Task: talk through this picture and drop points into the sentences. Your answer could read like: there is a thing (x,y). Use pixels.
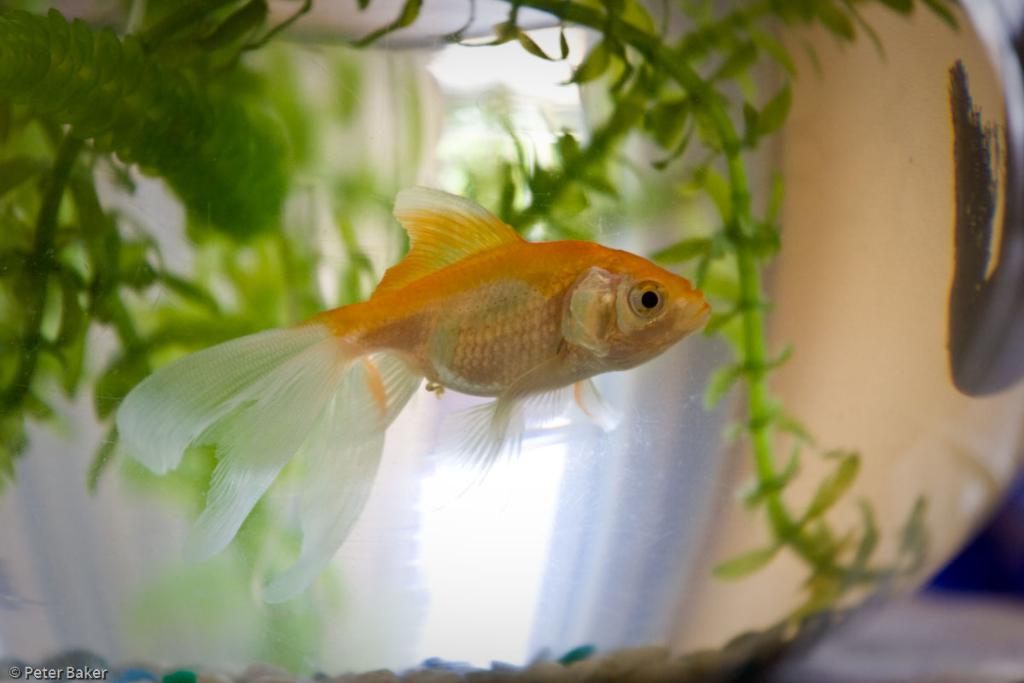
In a glass aquarium (873,440) we can see a fish (687,321) and the tiny plants (557,223). On the right side of the picture (975,187) it seems like an another fish (970,379). In the bottom left corner of the picture (103,676) we can see watermark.
